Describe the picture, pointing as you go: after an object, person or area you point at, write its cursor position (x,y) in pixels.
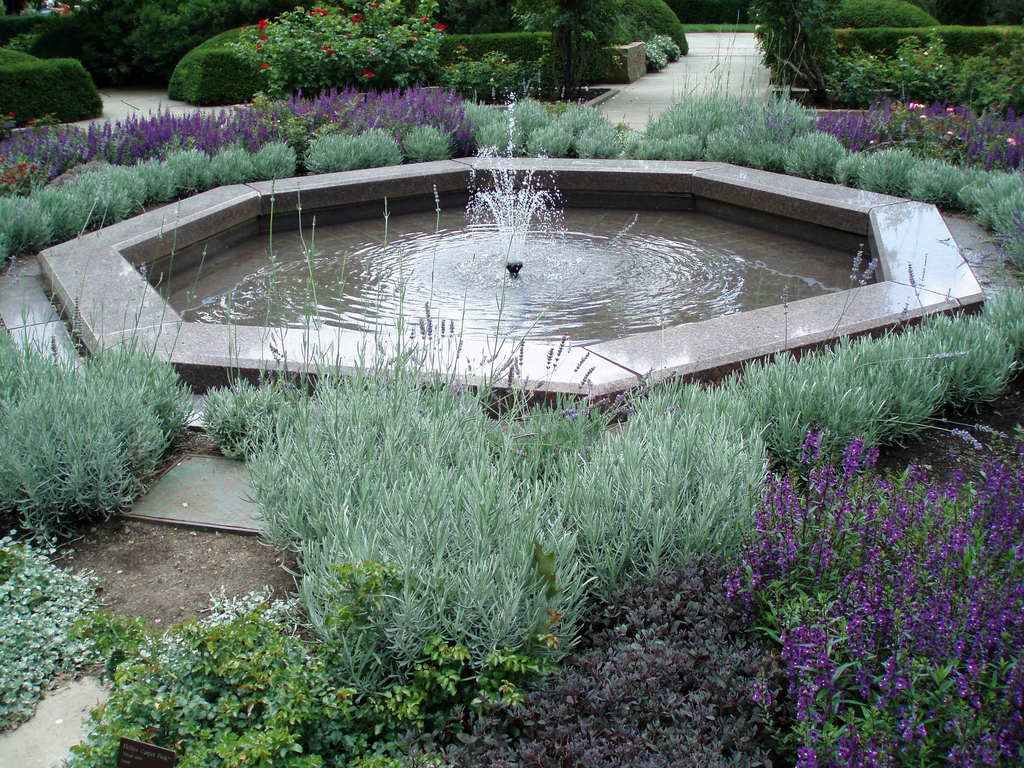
In this picture we can see few flowers (785,517), plants (628,447) and shrubs (254,68), and also we can find water fountain (514,195).
